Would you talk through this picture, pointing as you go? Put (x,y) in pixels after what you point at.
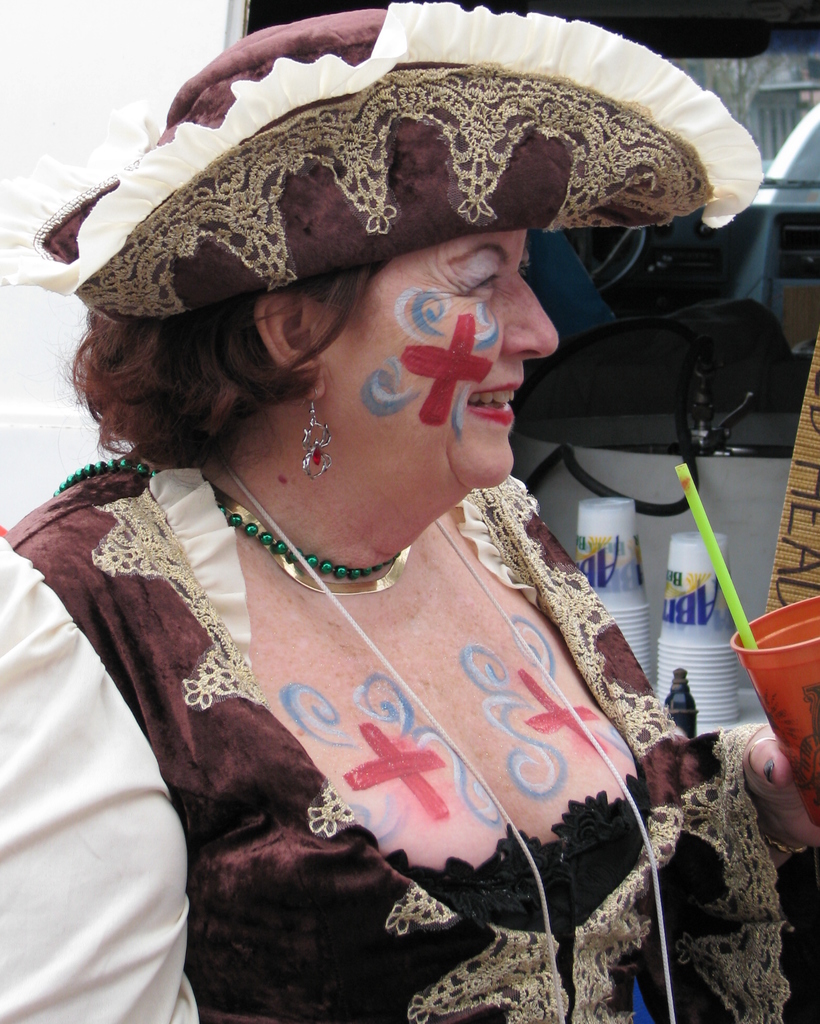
In the center of the image (314,396) there is a woman (257,565) wearing hat (362,206). In the background (679,643) we can see glasses (649,634) and wall (212,18).
